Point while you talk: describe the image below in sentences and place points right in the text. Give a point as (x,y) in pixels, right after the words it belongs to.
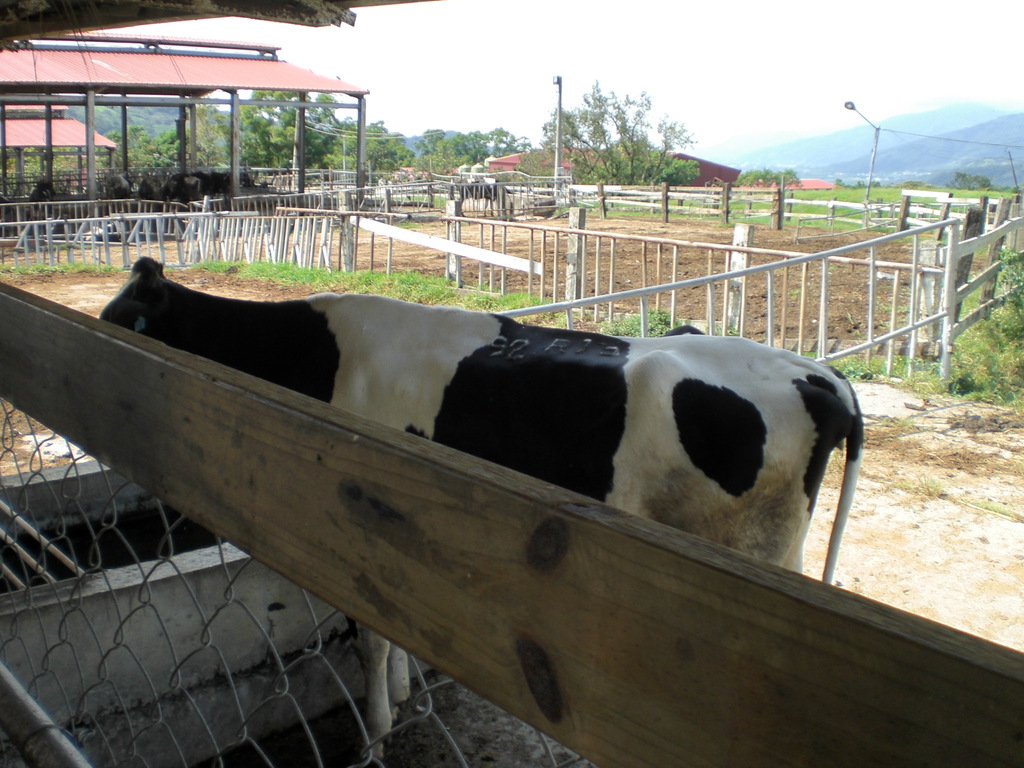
This is the picture of a place where we have a cow (121,312) in the farm (961,592) and around we can see some fencing (859,346), trees (564,137), plants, poles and some mountains (956,148).
